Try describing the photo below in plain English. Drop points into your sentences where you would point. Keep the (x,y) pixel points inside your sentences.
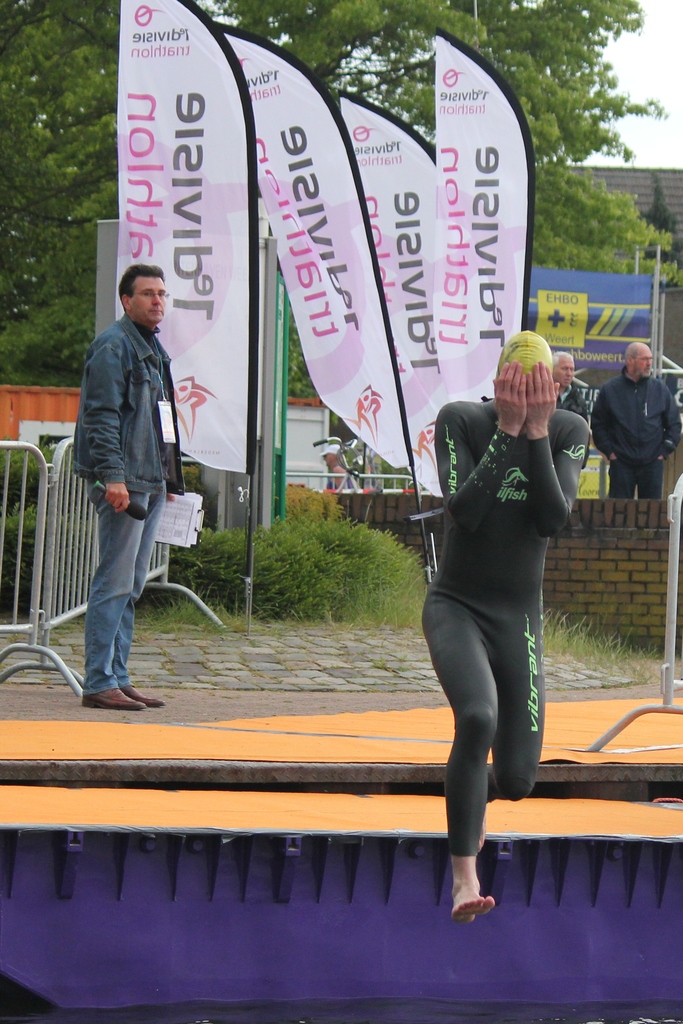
In the image I can see a person (533,639) jumping into the water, behind him there is a man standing in-front of fence (11,631) where we can also see there are some flags (177,8) and plants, at the back (644,107) there is a tree (630,246) and building (672,305).
